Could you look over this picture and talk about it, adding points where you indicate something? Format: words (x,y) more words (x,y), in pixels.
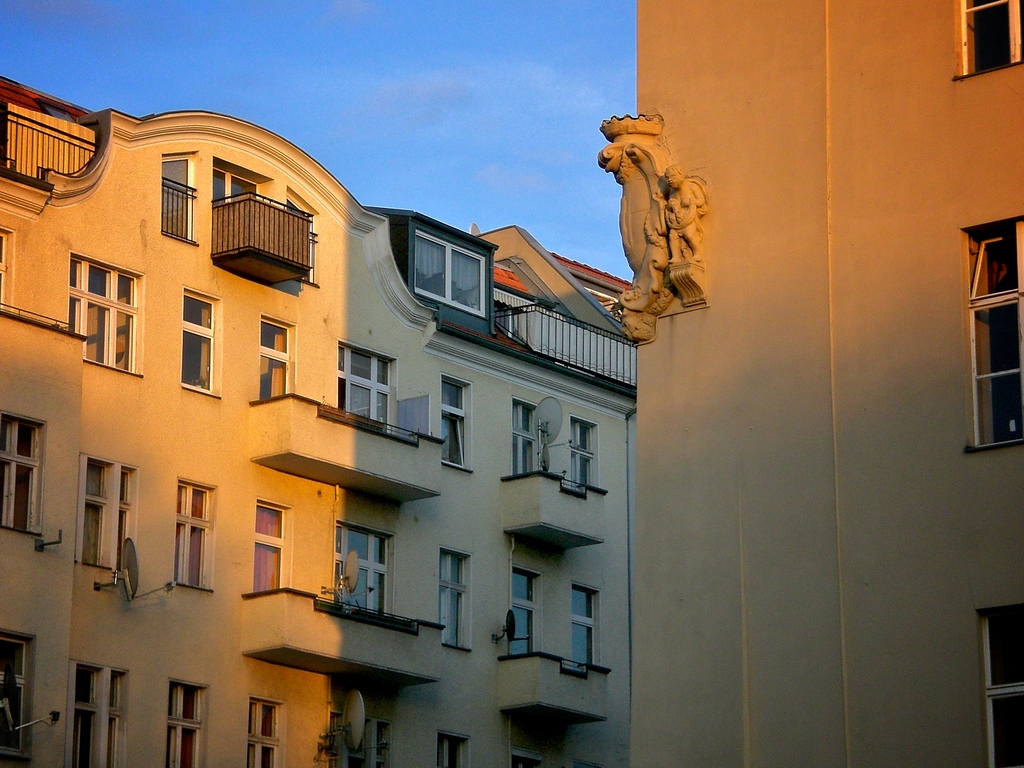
In front of the image there are buildings (366,380), glass windows (185,728), dish TV antennas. In the background of the image (437,139) there is sky (370,40).
